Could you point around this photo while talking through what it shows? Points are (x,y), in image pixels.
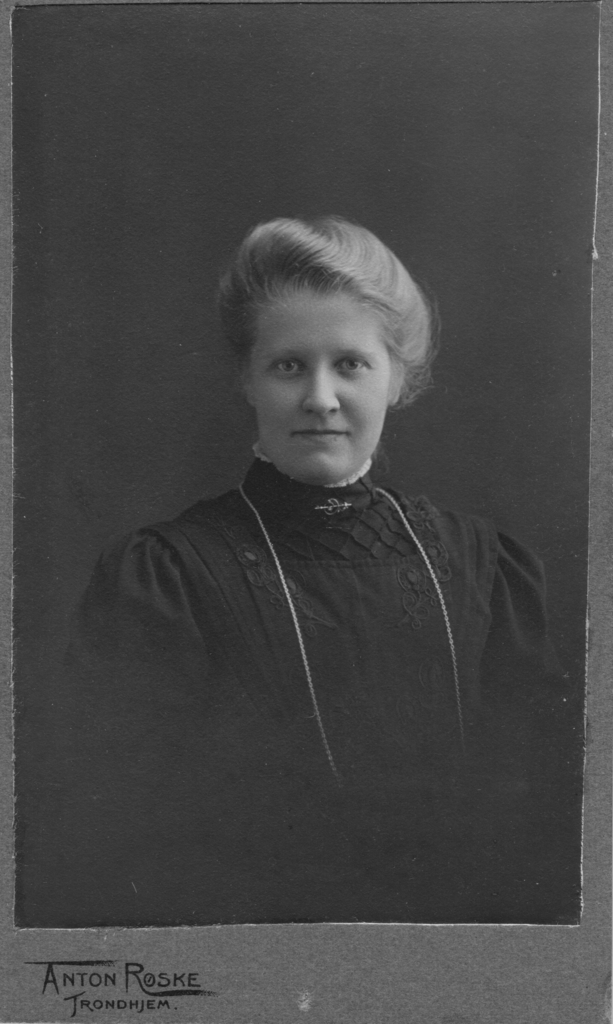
This is a black and white image. In this image we can see a woman (458,591). On the bottom of the image (89,996) we can see some text (96,986).
